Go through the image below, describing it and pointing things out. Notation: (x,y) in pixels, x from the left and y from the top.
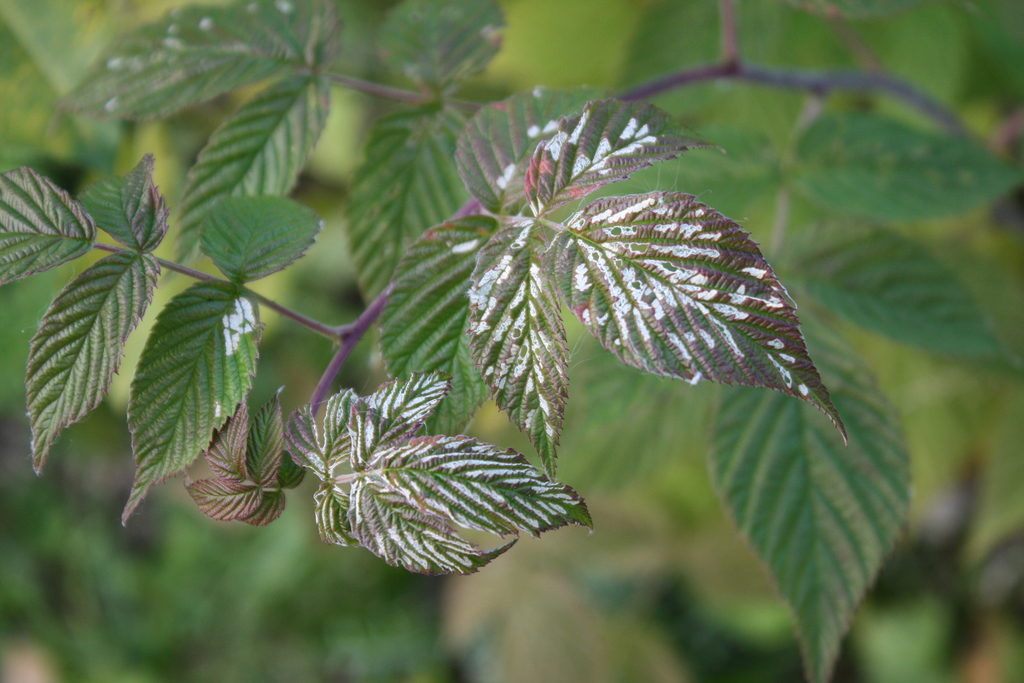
We can see green leaves (406,349) and stems (351,341). In the background (62,57) it is blur and green.
